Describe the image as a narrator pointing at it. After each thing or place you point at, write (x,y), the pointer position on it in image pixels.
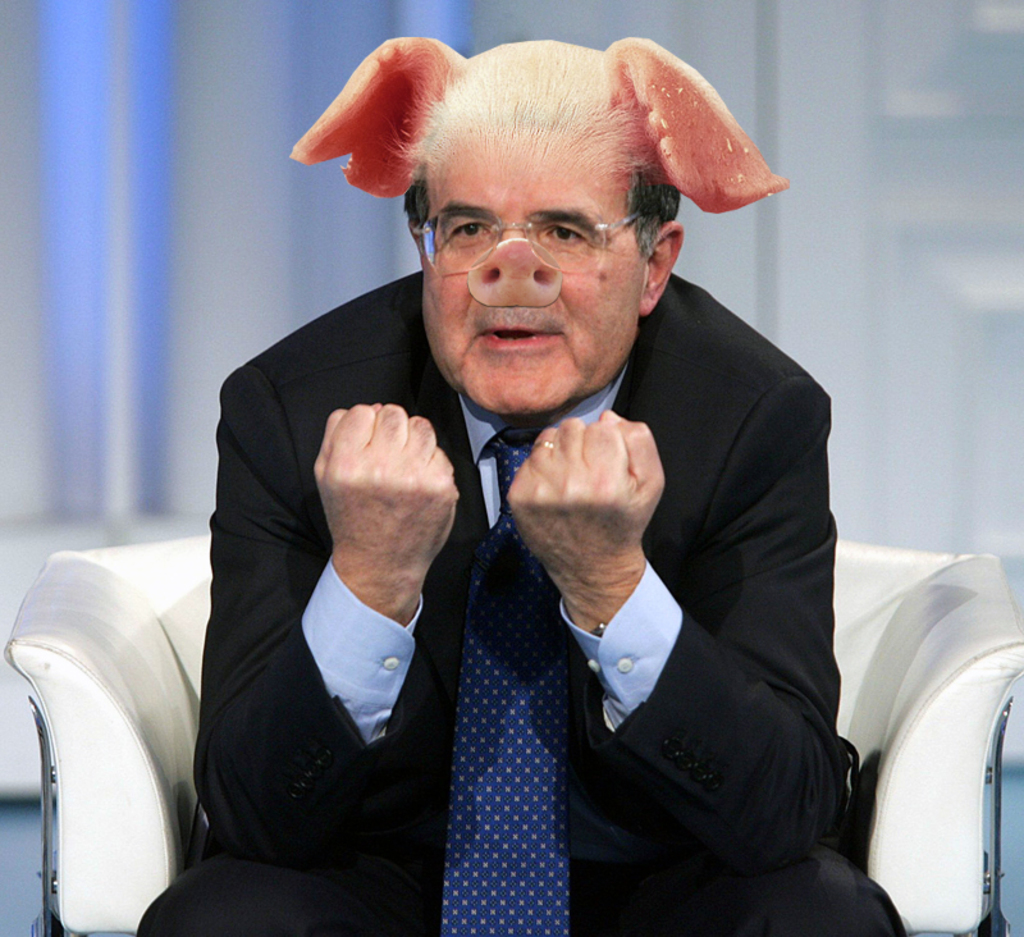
In this image we can see a man (391,836) sitting on the couch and wearing the mask (639,115) of pig's nose (490,261) and ears (377,162).
